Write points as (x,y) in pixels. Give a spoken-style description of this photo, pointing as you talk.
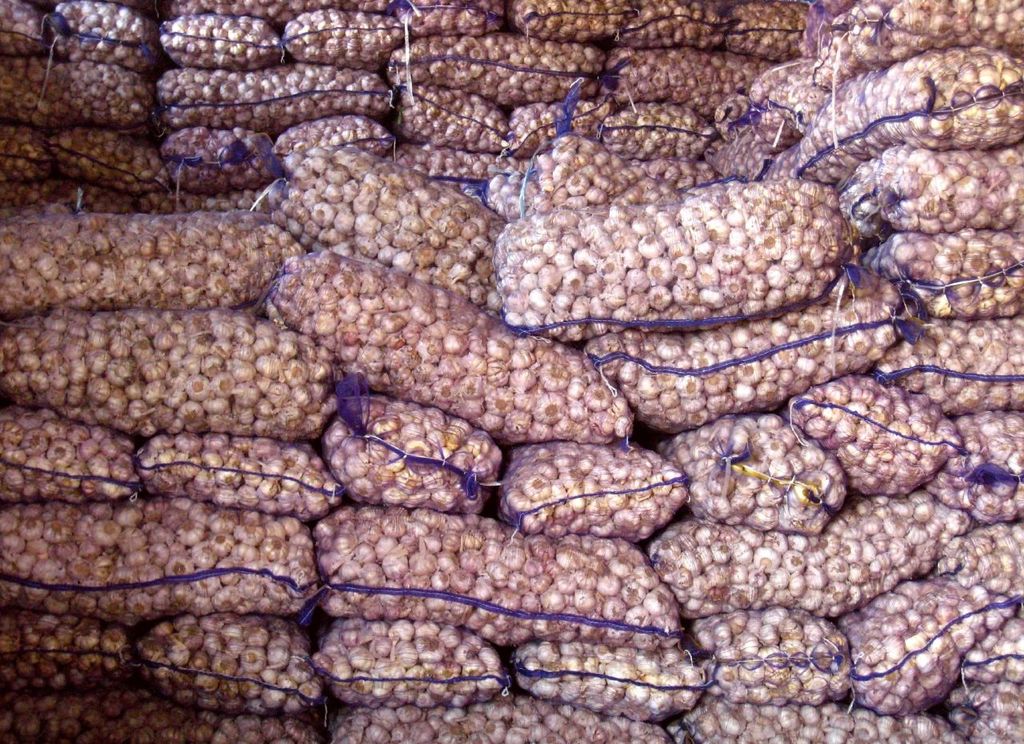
In this picture we can see garlic (228,457) are packed in bags (740,478).
